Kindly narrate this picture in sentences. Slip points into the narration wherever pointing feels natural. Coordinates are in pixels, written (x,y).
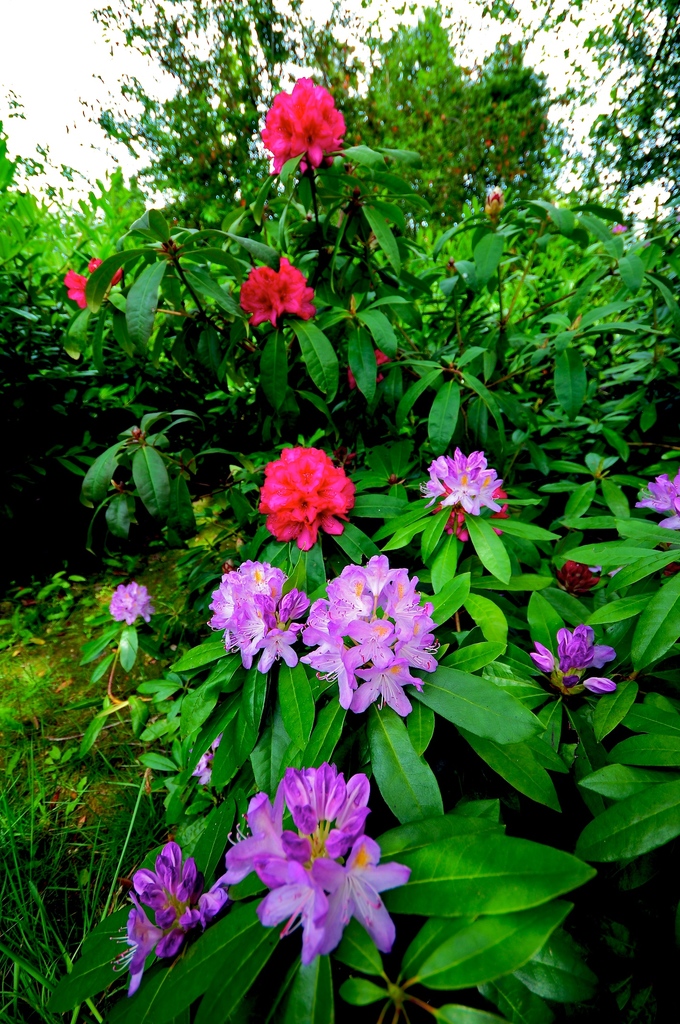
There are plants (219,551) with pink and violet flowers (281,597). In the background (67,67) there are trees (180,27) and sky (67,67).
